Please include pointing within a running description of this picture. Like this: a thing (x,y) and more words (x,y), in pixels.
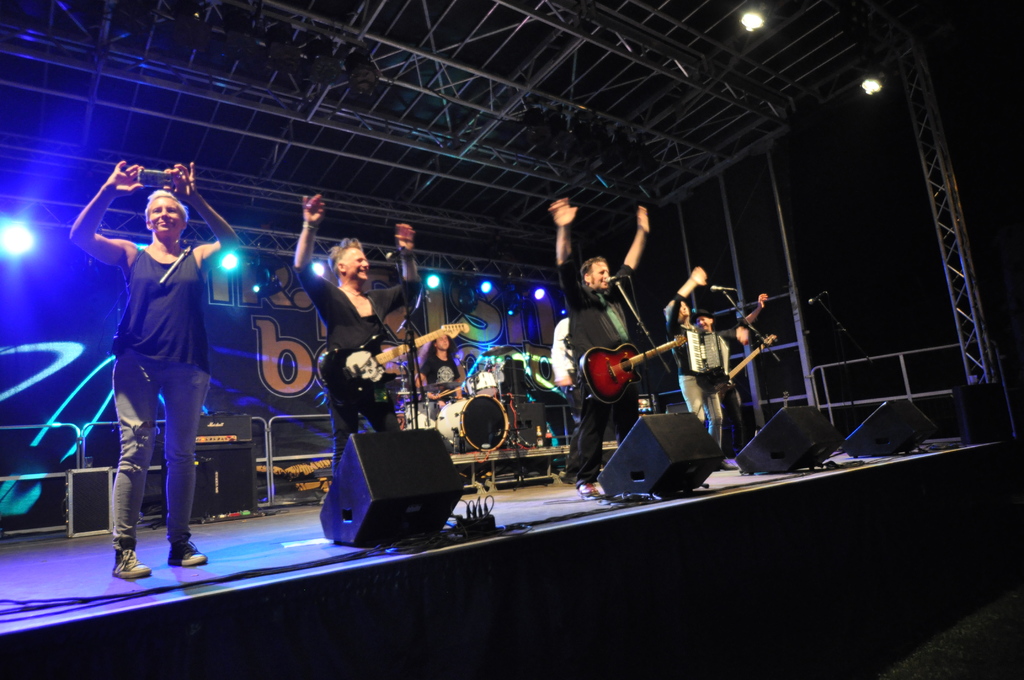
This image is clicked in a concert. There are seven people (194,364) on the dais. At the bottom (344,498), there are four speakers (379,491). To the left (151,325), the woman (164,340) wearing black tank top (173,349) is holding a mobile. In the background (272,348), there is a banner (280,345) along with stands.
